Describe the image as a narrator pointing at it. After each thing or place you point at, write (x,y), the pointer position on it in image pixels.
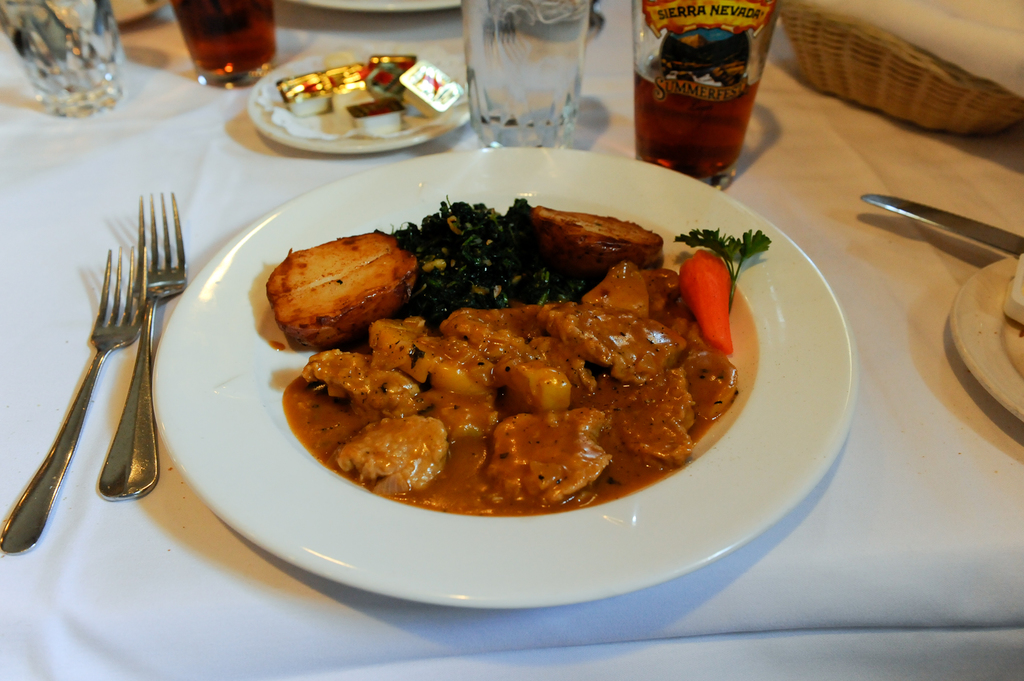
In this image I can see the plates (347,142) with food (770,239), glasses (723,109) with drink (705,108), forks (54,486) and knife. These are on the white color surface (958,630).
